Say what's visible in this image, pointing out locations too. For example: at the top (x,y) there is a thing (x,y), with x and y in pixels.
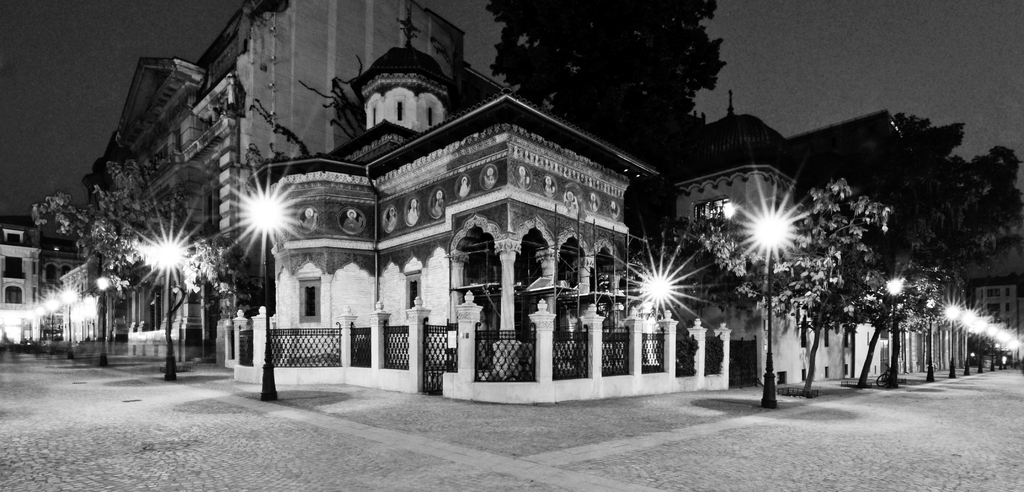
In this image we can see buildings (463,247), trees (857,267), poles (268,236) and lights (156,259). In the background (175,45) there is sky (902,59).
